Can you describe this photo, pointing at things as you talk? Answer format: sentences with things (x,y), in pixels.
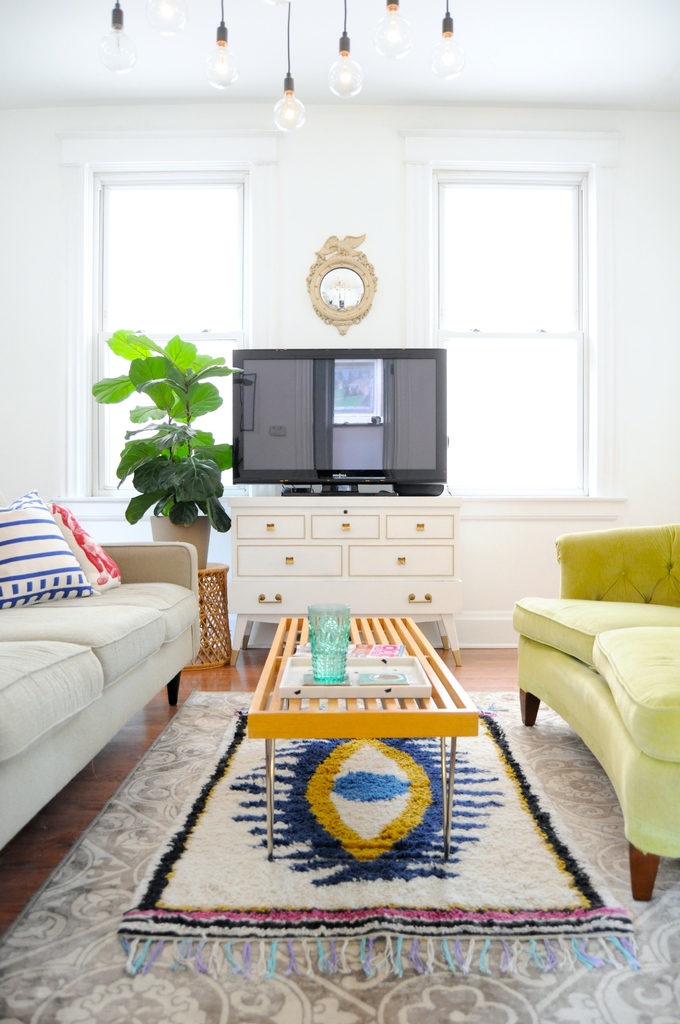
A room (242,56) where we have two sofas (170,639) and a table (278,641) in between the sofas (566,611) and on the table (339,664) we have a glass (337,625) and in front of the sofas (192,569) there is a tv (313,427) and above the tv (302,367) we have a mirror (327,281) and also there are two windows (152,254) and also a plant (205,493) on the table (220,594). we also have seven bulbs (451,76) and a pillow (33,521) on the sofa (77,641) and the mat (133,825) on the floor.
